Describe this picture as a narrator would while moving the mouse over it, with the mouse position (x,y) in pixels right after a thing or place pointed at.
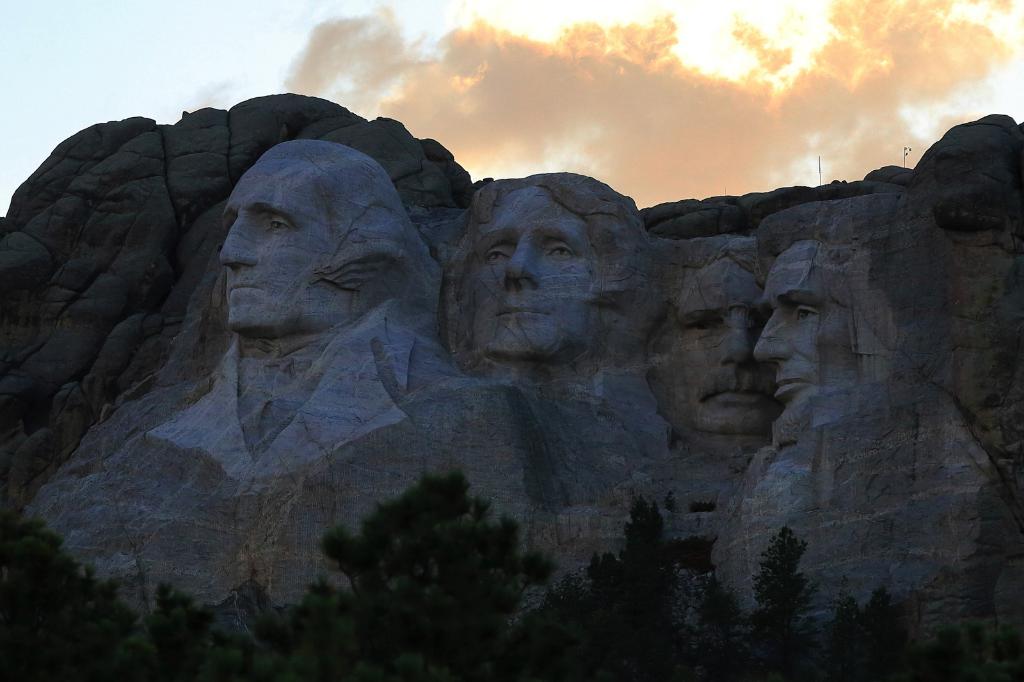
In this image I can see the carving (253,179) of the persons faces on the rock (185,516) and I can see trees (614,653) in green color and sky (563,52) is in white and blue color.
